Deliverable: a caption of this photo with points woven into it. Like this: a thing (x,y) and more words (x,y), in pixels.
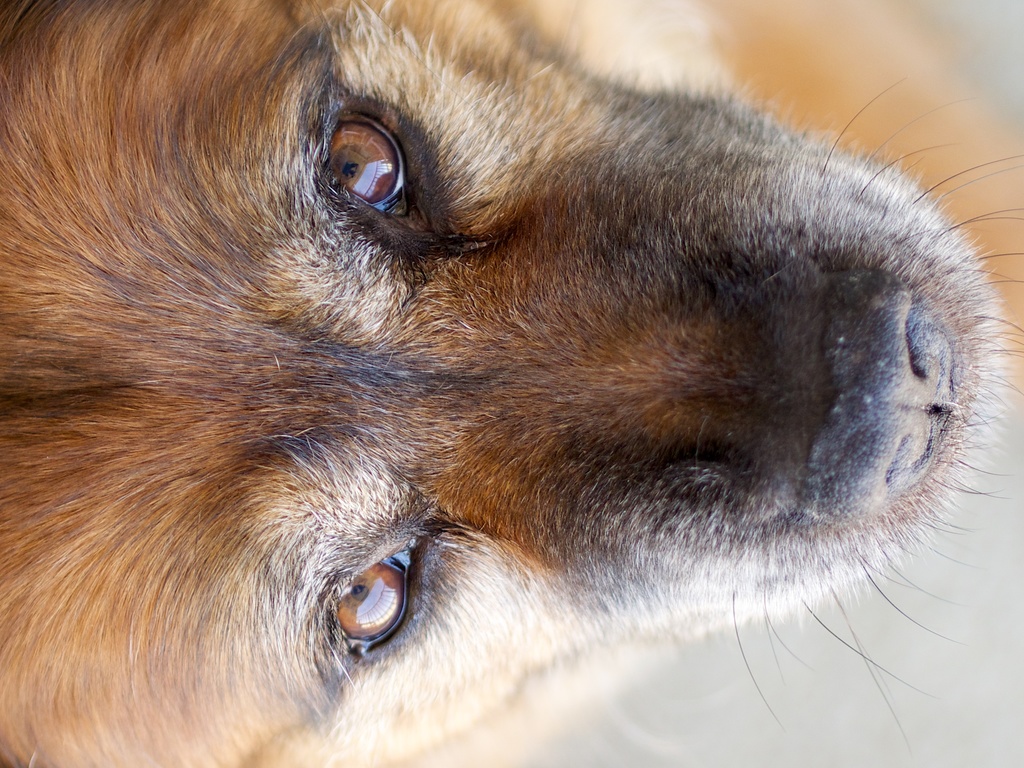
In the image we can see the close up picture of the dog (525,473), black and brown in color.
